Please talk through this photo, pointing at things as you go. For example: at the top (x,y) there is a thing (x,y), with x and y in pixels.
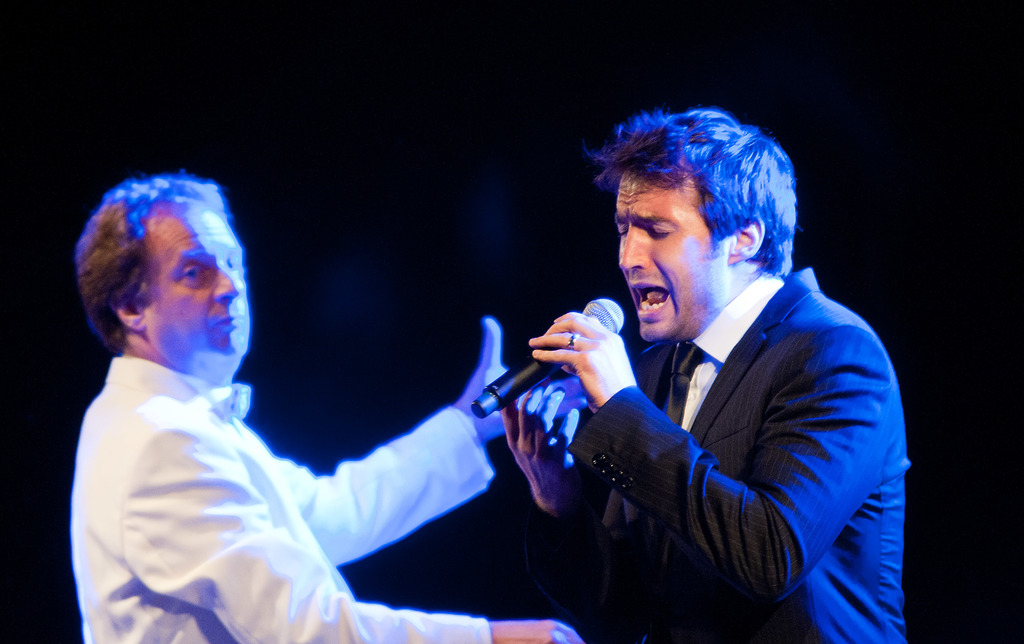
In this image there is a person (699,464) holding a mike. He is wearing a blazer (774,413) and a tie (675,369). Left side (119,540) there is a person (280,476) wearing a white top (242,518). Background (918,460) is in black color.
